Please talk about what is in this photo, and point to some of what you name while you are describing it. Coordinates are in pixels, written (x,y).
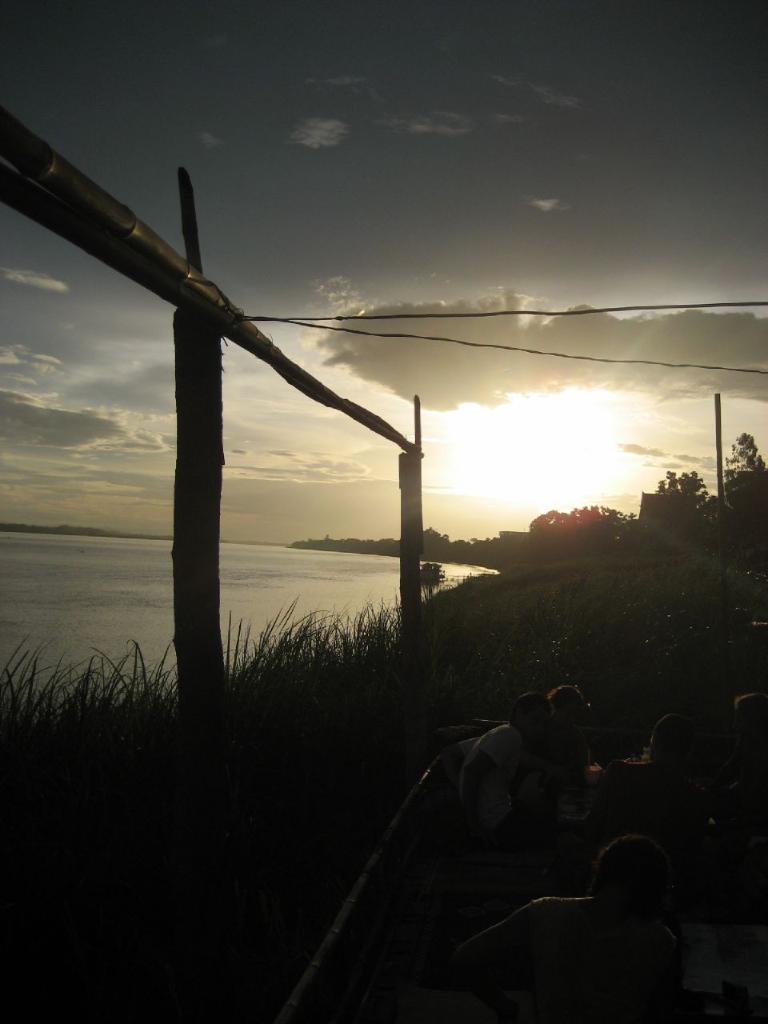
In this image there are a few people (595,959) sitting on the object (464,981), which is on the surface of the grass (525,620), there is a wooden structure (413,618). In the background (165,518) there are trees (577,539) and the sky (598,343).
